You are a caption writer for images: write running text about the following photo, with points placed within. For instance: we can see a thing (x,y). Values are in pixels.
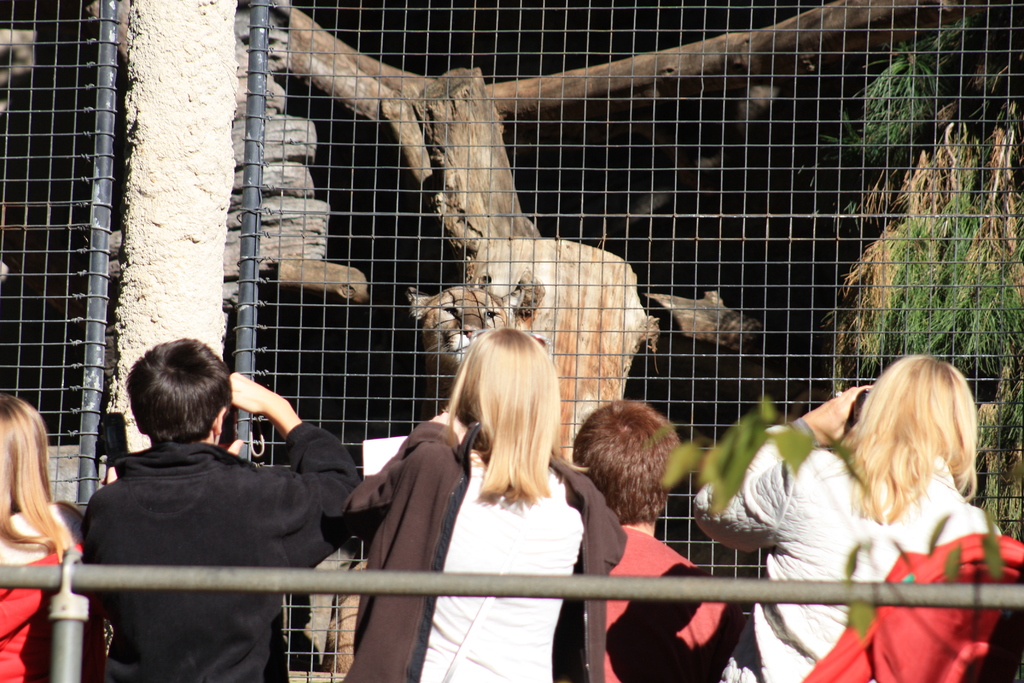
In the picture we can see some people (940,410) in the zoo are standing near the railing (963,599) and capturing the pictures of a lion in the cage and besides we can see some plants (991,157).
